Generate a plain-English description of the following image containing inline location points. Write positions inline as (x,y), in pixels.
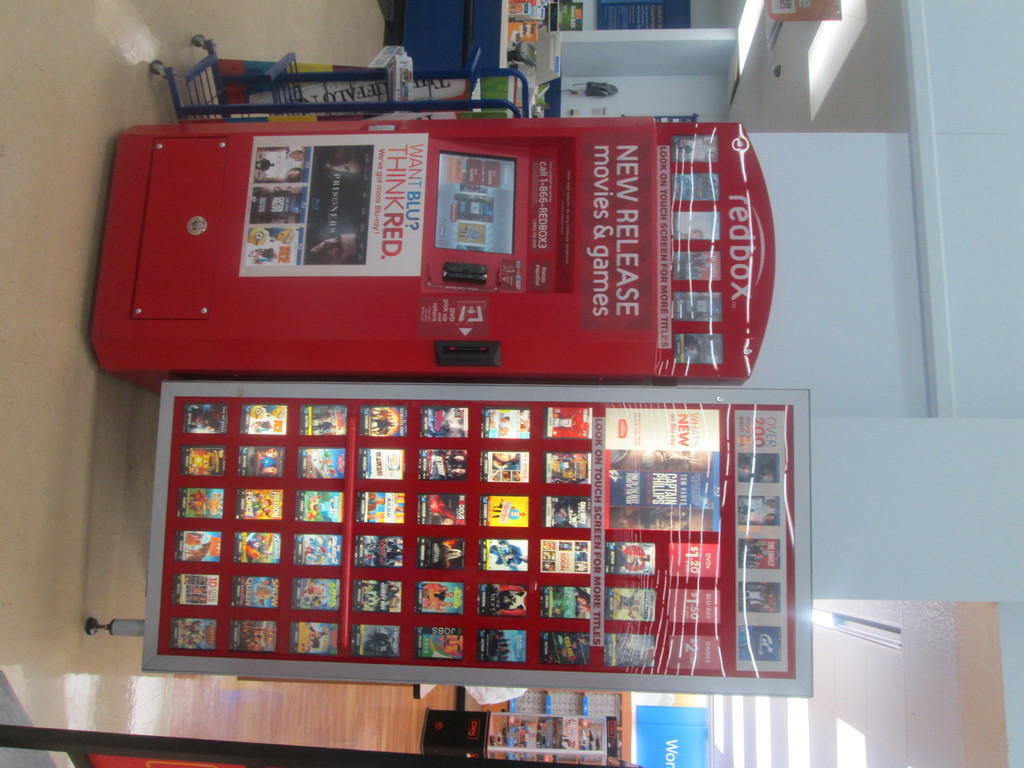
In this picture we can see a machine (281,333) and hoardings (245,602), in the background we can find few things (598,743) on the countertop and few lights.
